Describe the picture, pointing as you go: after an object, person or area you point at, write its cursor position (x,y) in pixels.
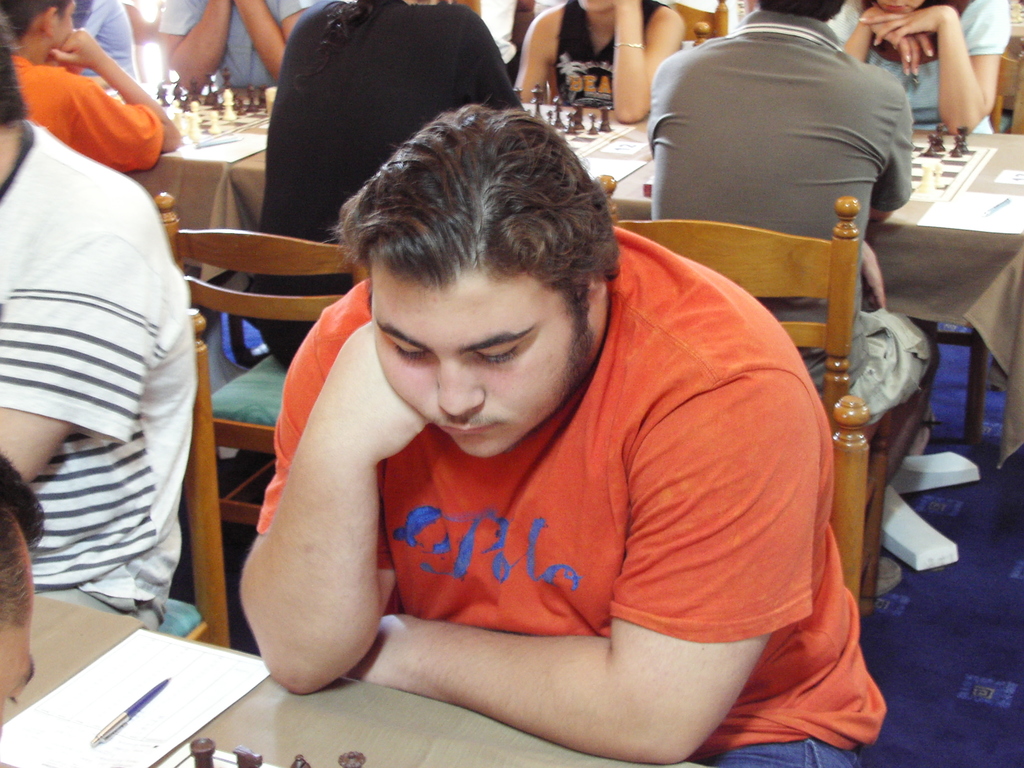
In this picture we can see a group of people (774,46) sitting on chair (317,259) and in front of them there is table (627,205) and on table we can see chess board (212,105), paper (178,665), pen (108,729).
